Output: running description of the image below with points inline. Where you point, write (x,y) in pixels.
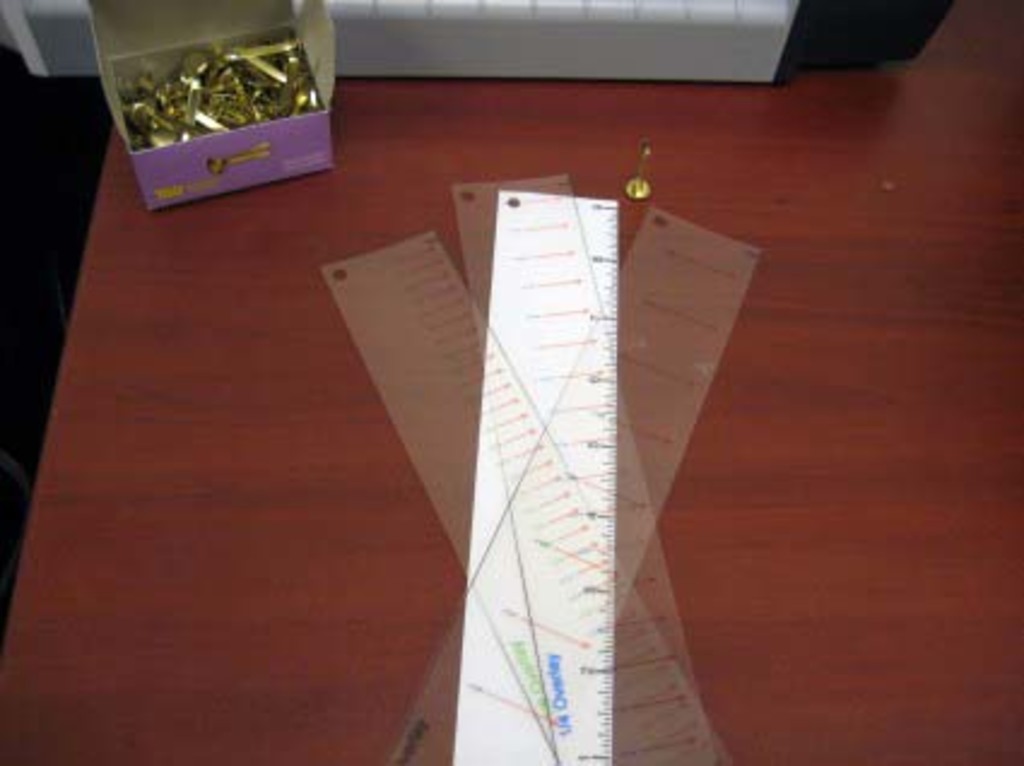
In this image, we can see scales (610,347) and there is a box (243,140) with bolts (222,90) and an object (586,50) which is in white and black combination are placed on the table (812,485).
